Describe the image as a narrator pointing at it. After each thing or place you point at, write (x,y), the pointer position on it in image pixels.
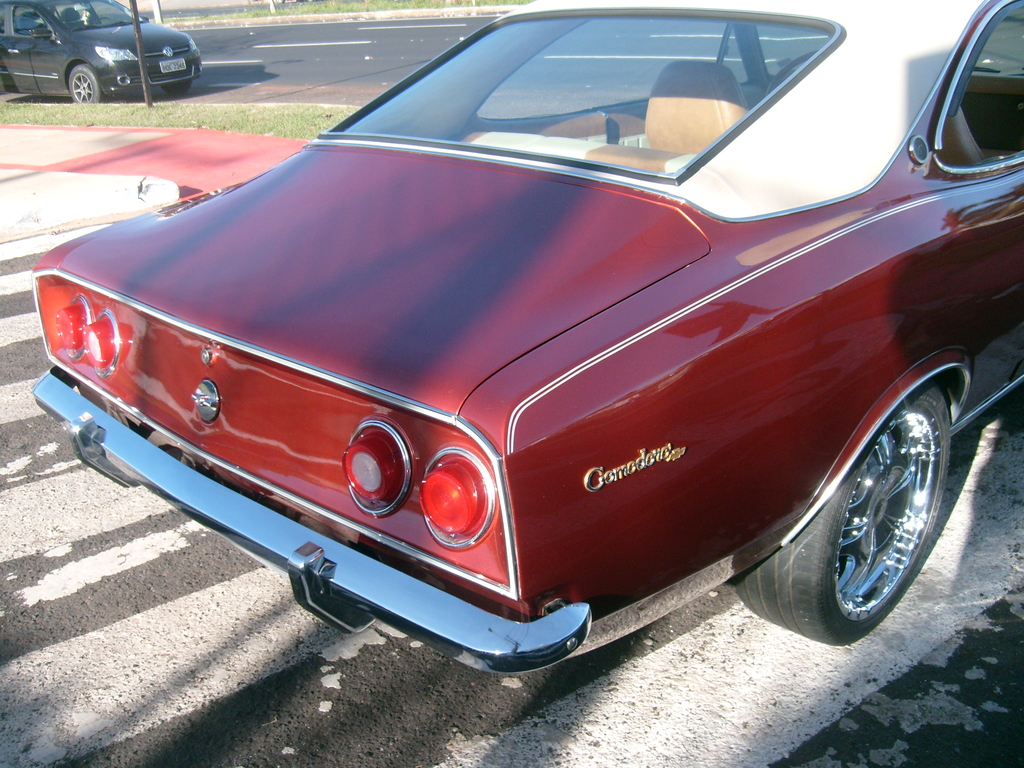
This image consists of a car (584,485). It is in brown color. At the bottom (374,709), there is a road (224,683). In the background (178,43), we can see another car (166,56) in black color. And there's grass (46,120) on the ground (59,125).
